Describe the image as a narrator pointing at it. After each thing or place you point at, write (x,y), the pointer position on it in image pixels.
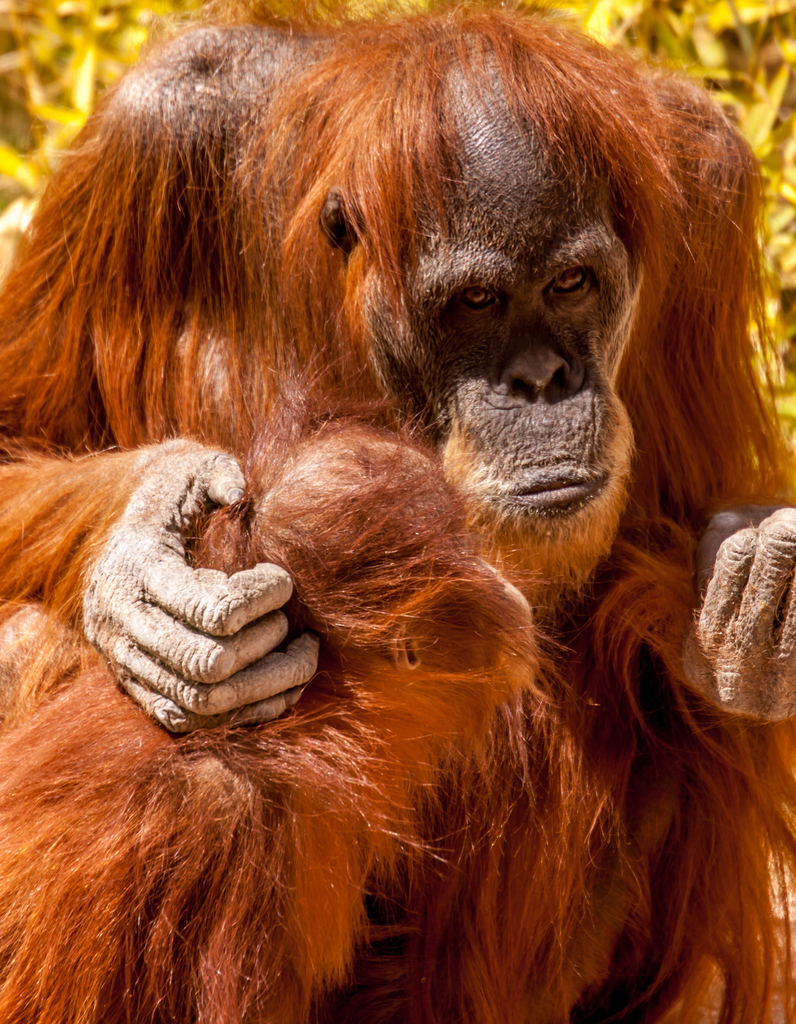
In this image we can see two orangutans (448,460), in the background (783,118) there are some plants (667,36).
